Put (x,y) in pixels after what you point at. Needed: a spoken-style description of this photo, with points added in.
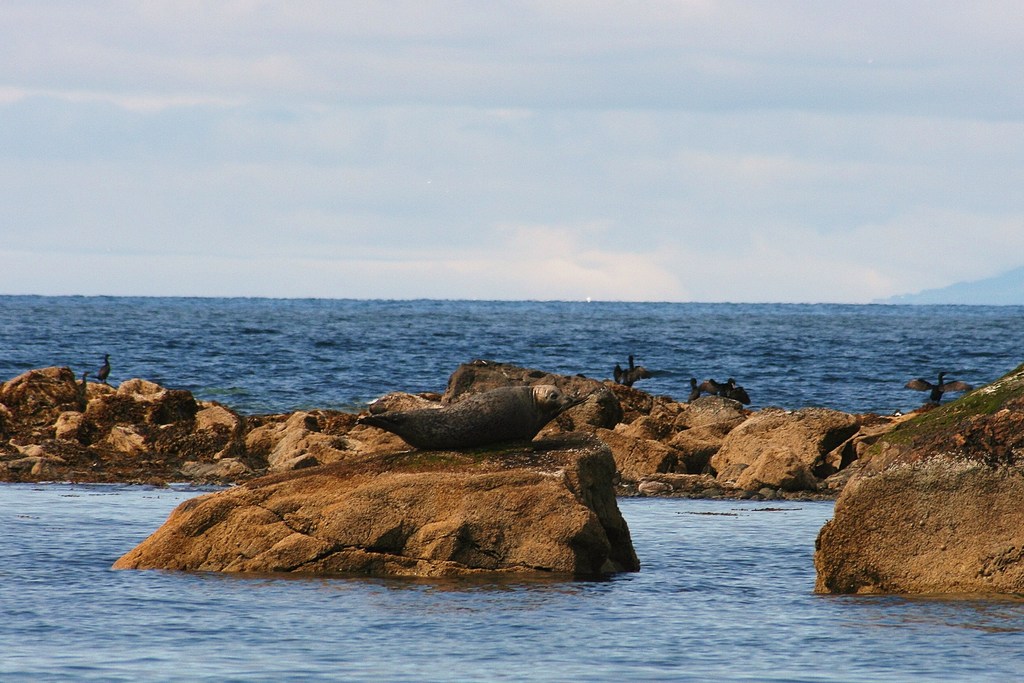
In this image we can see a few birds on the rocks (303,426) and also we can see the water (324,337), in the background (291,90) we can see the sky (291,90) with clouds (260,76).
